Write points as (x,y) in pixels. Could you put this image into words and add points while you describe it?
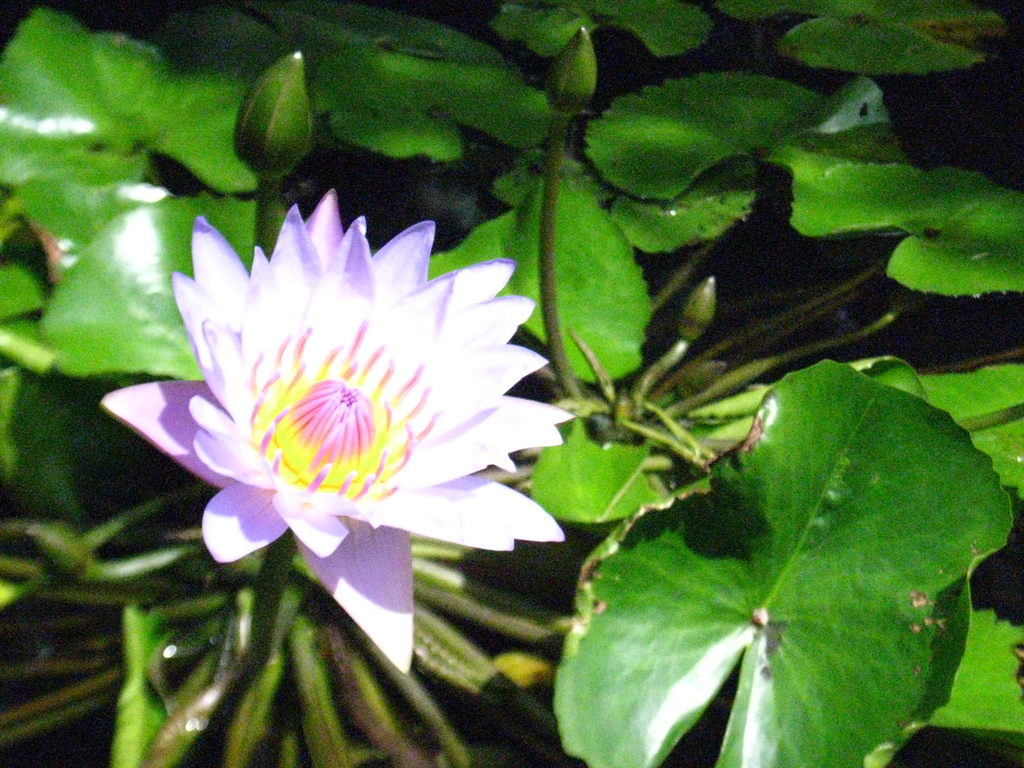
There is a plant (501,239) in the water (53,666) with a flower (374,636).
